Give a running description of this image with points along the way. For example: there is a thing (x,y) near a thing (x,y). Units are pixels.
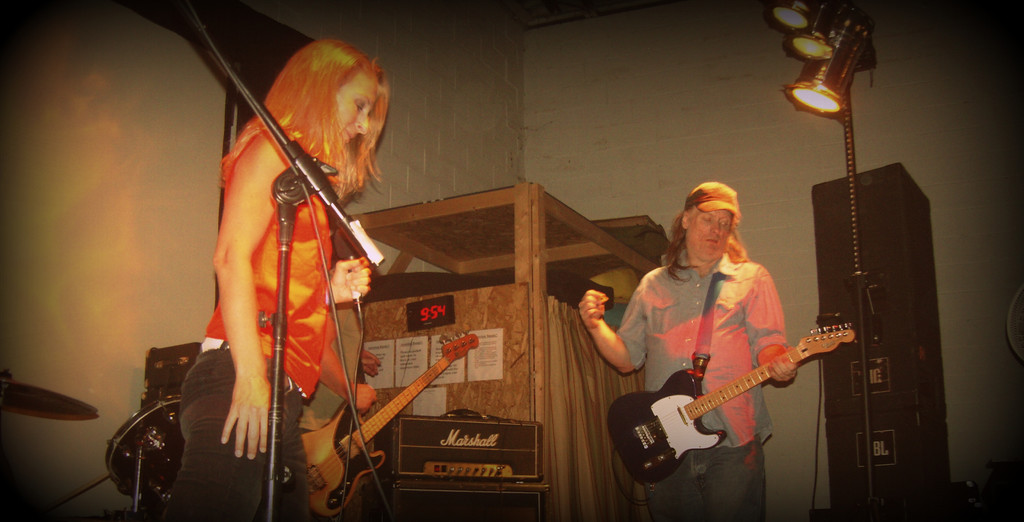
In this image i can see a woman (250,247) and a man (599,327) playing a musical instrument (661,426) and a woman (350,261) holding micro phone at the back ground (404,245) i can see a wooden cupboard (482,216) and a wall (462,138).
